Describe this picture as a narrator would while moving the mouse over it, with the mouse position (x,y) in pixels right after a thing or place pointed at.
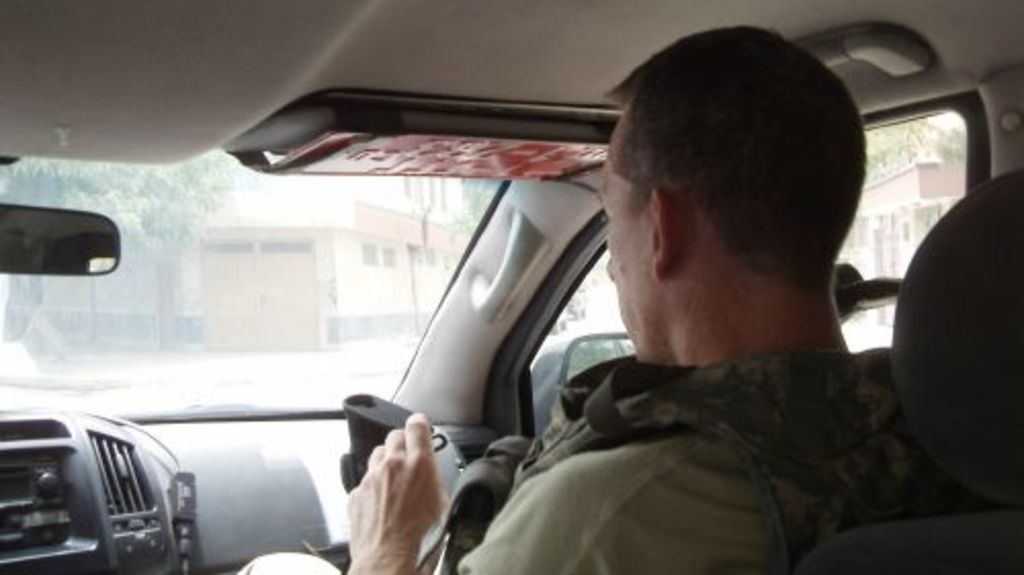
On the right side (802,433), there is a person (809,433) sitting on a seat (927,286) of a vehicle (944,115). In this vehicle (586,205), we can see there is a door (868,241) having a glass window (608,311), a front glass (283,224), a front mirror (81,271) and a roof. Through these glass windows (289,265), we can see, there is a side mirror (601,343), there are buildings (893,181), trees (126,175) and a road (398,345).
